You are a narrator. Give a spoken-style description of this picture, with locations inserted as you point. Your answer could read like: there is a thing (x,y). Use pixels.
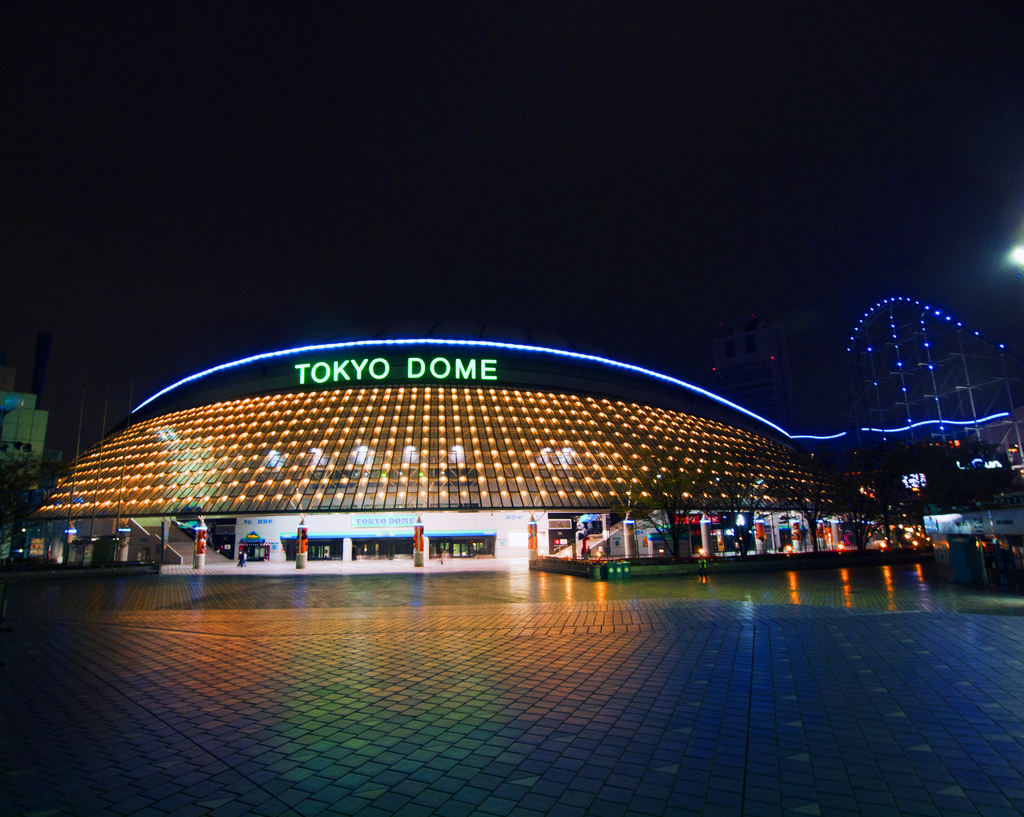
In this image I can see few buildings (757,514), number of light (198,438), few boards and on these boards (419,353) I can see something is written. On the both sides of the image I can see few trees (879,503) and I can also see this image is little bit in dark.
